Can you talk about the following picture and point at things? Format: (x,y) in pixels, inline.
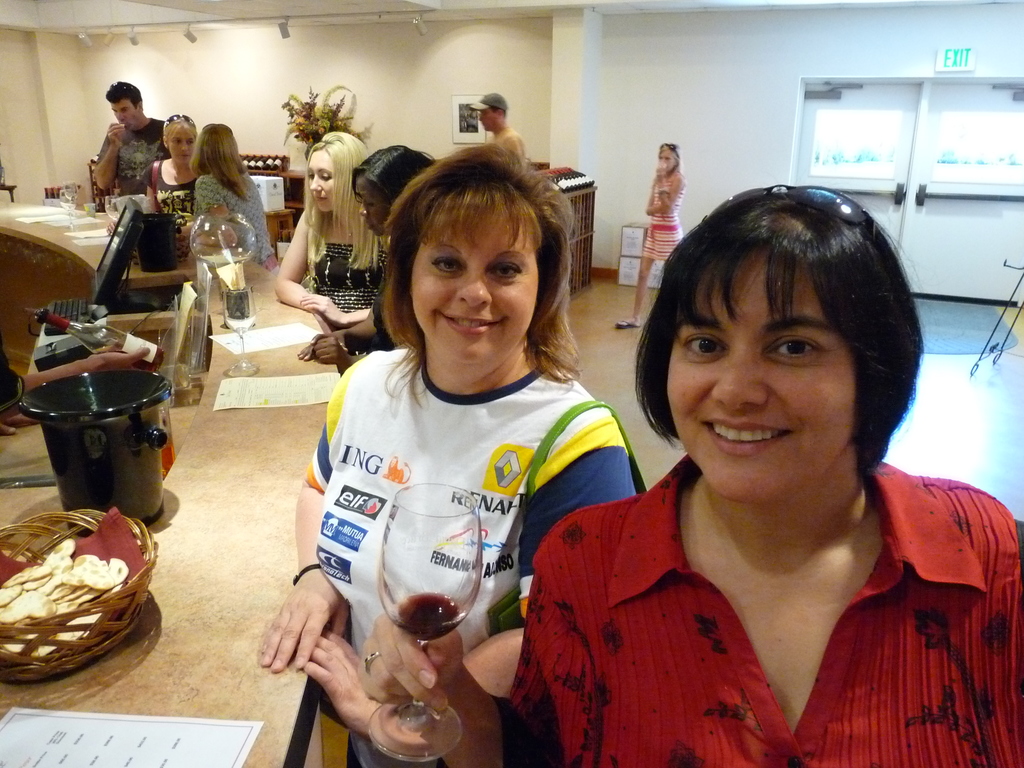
In this picture there is a desk (248,710) on the left side of the image (262,700) and there are people (331,470) those who are standing around the desk (204,655) and desk (200,620) contains papers (273,336), glasses (246,306), and a basket (79,607) on it, there is a computer (63,309) on the left side of the image (98,288) and there are other people (679,172) and a desk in the background area of the image (493,112).
